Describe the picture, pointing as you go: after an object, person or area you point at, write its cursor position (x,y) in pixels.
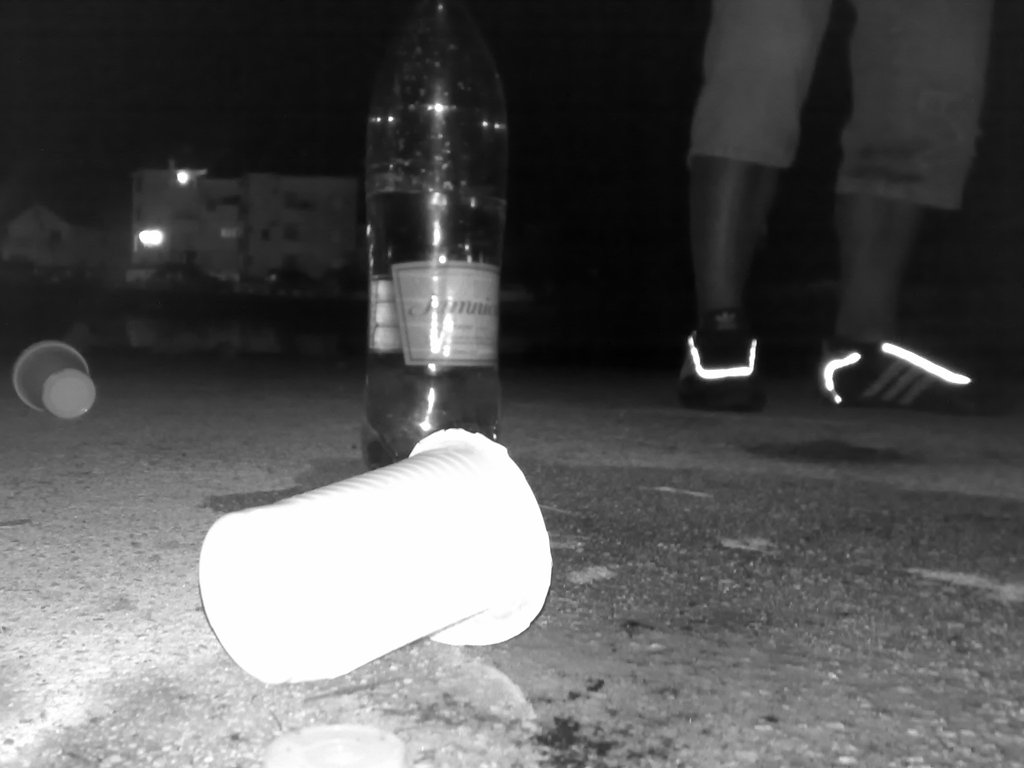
The image is outside of the city. In the image there is a water bottle (486,358) which is placed on road (326,430) and two glasses (419,532) and right side (725,237) there is a person (843,249) standing with shoes (1000,382). In background (268,265) there is a building (214,239), car (186,270), lights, windows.
